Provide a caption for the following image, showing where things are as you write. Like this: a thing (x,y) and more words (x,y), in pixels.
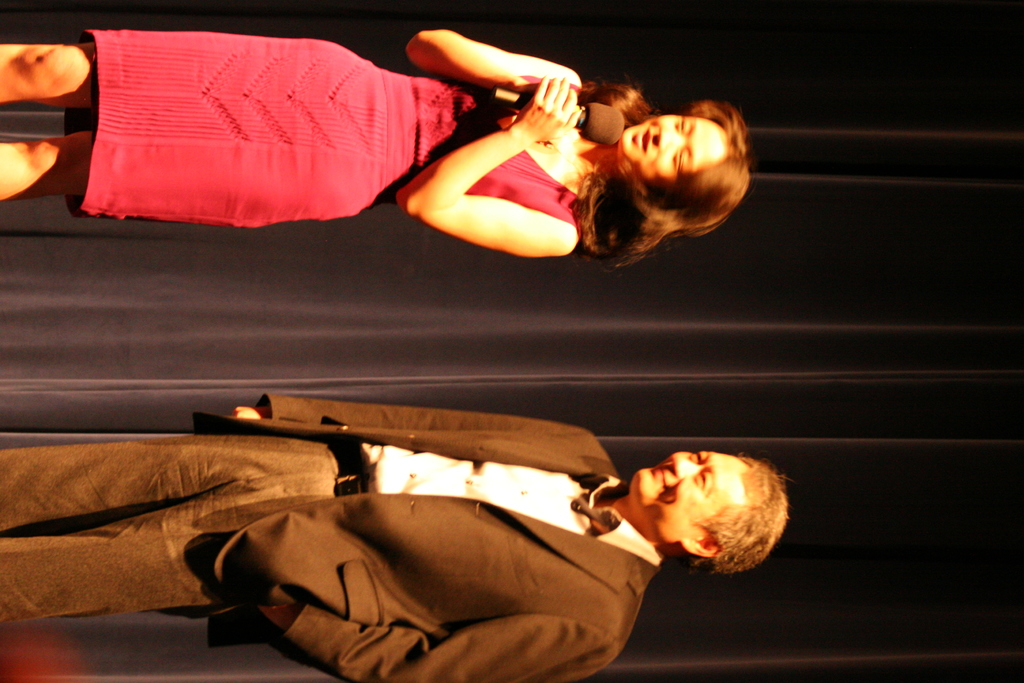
In this picture there are two people (133,534) standing and smiling, among them there is a woman (607,102) holding a microphone (533,96). In the background of the image (852,304) we can see curtain (857,341).
